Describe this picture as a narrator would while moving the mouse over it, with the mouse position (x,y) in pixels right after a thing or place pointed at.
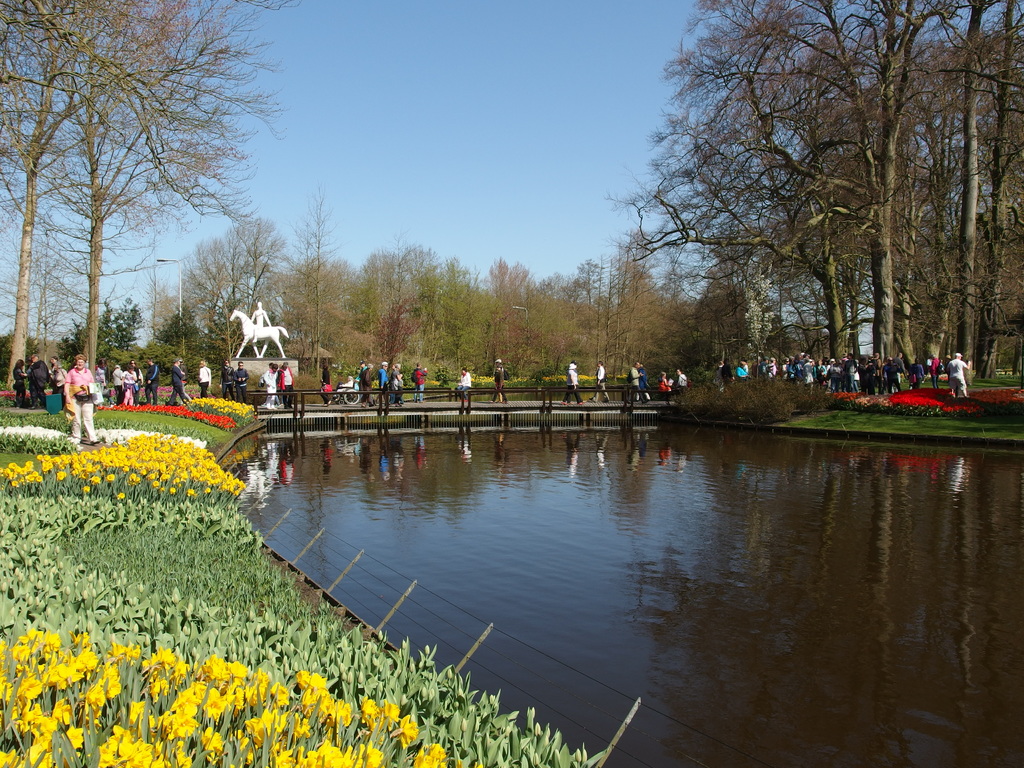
In this image I can see the water (562,631). On both sides of the water (588,607) I can see the flowers (132,655) to the plants (113,626). I can see these flowers (84,636) are in yellow, red and white color. In the background (253,317) I can see the railing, group of people (568,404) with different color dresses (244,375) and the statue (250,363) of the person (266,321) sitting on an animal (266,335). I can see many trees (331,324) and the sky (442,140) in the back (416,153).
